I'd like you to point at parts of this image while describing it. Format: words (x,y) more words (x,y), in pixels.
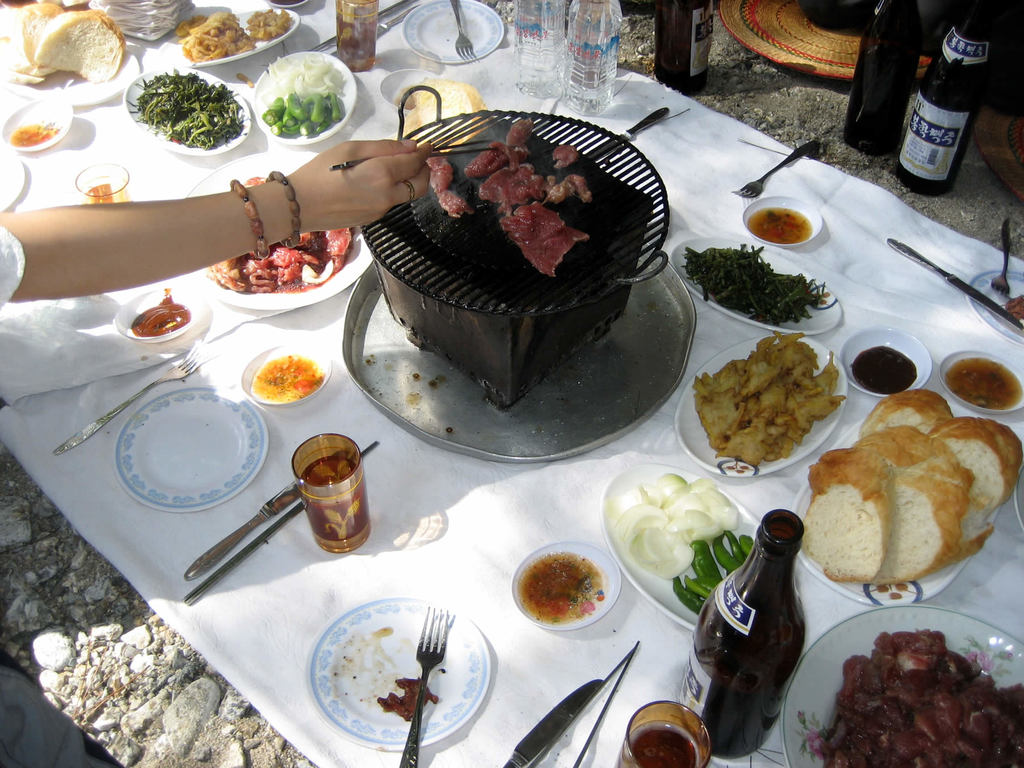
In this picture we can see food (292,125) in the plates (472,640), beside to the plates (408,654) we can find few forks (435,653), knives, bottles (593,99) and other things (339,468) on the cloth (366,472), and also we can find a barbeque (470,269), and a woman (279,219) is cooking.
